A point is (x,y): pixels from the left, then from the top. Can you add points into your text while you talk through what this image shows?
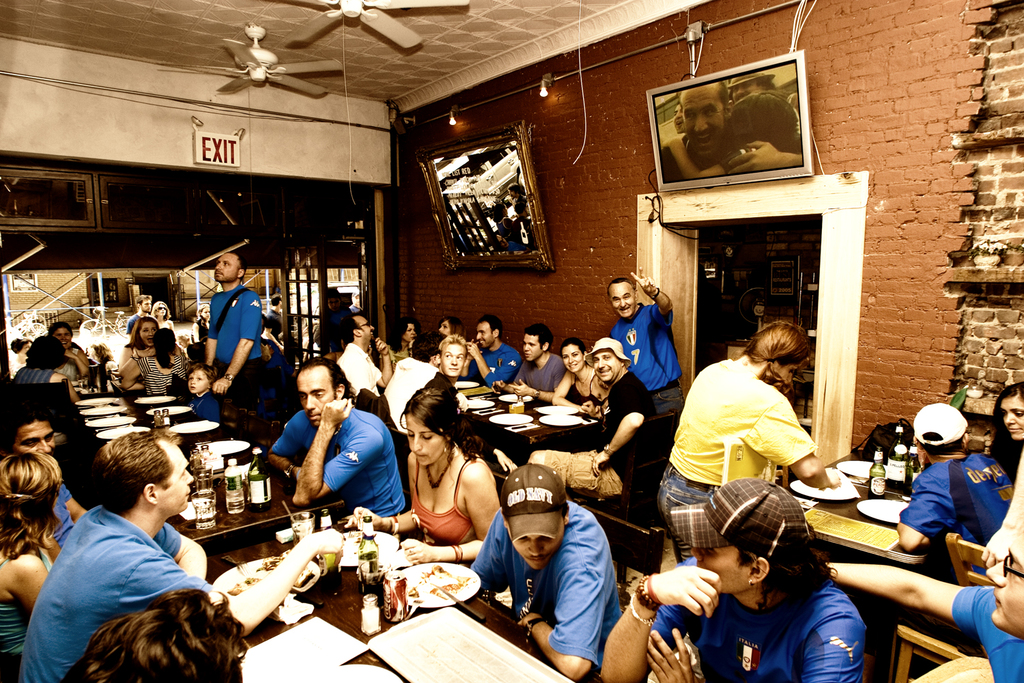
At the top (428,52) we can see ceiling (335,52) and fans (391,35). This is a exit board (239,142). We can see frames (511,171) on a wall (650,143) with bricks (927,161). Here we can see few persons (723,365) standing and all the persons (492,354) sitting on chairs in front of a table (428,611) and on the table (469,600) we can see plates (383,535) of food (463,585), glasses (300,527), bottles (321,516), table mats (877,546).
